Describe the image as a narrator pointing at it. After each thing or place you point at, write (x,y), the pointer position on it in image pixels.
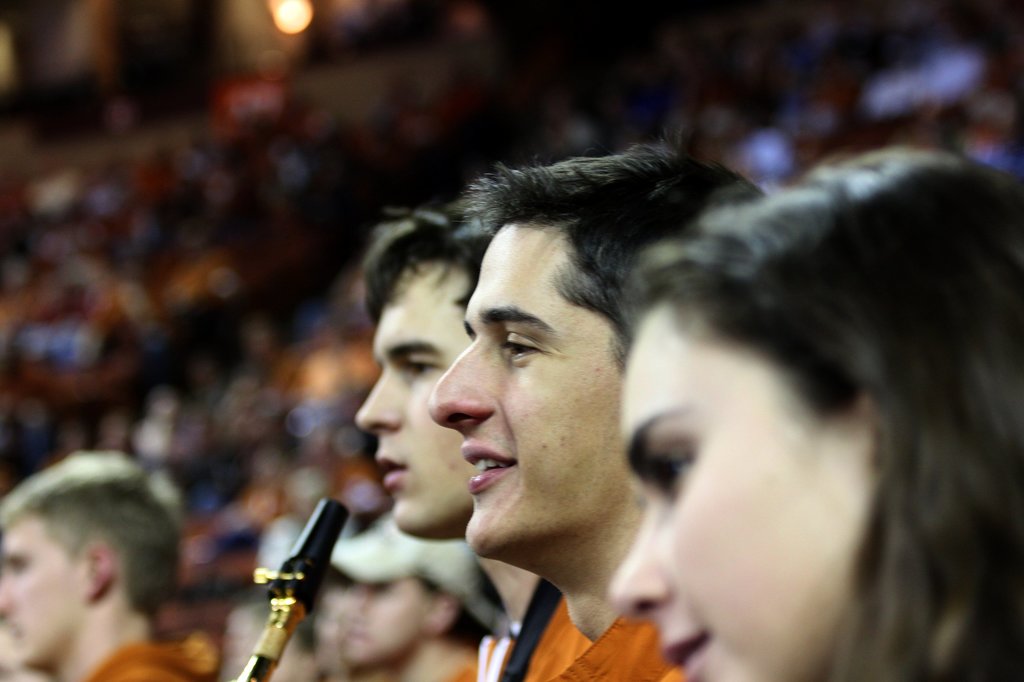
In this picture we can see some people (531,532), here we can see a saxophone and in the background (171,220) we can see a group of people (36,433), light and it is blurry.
